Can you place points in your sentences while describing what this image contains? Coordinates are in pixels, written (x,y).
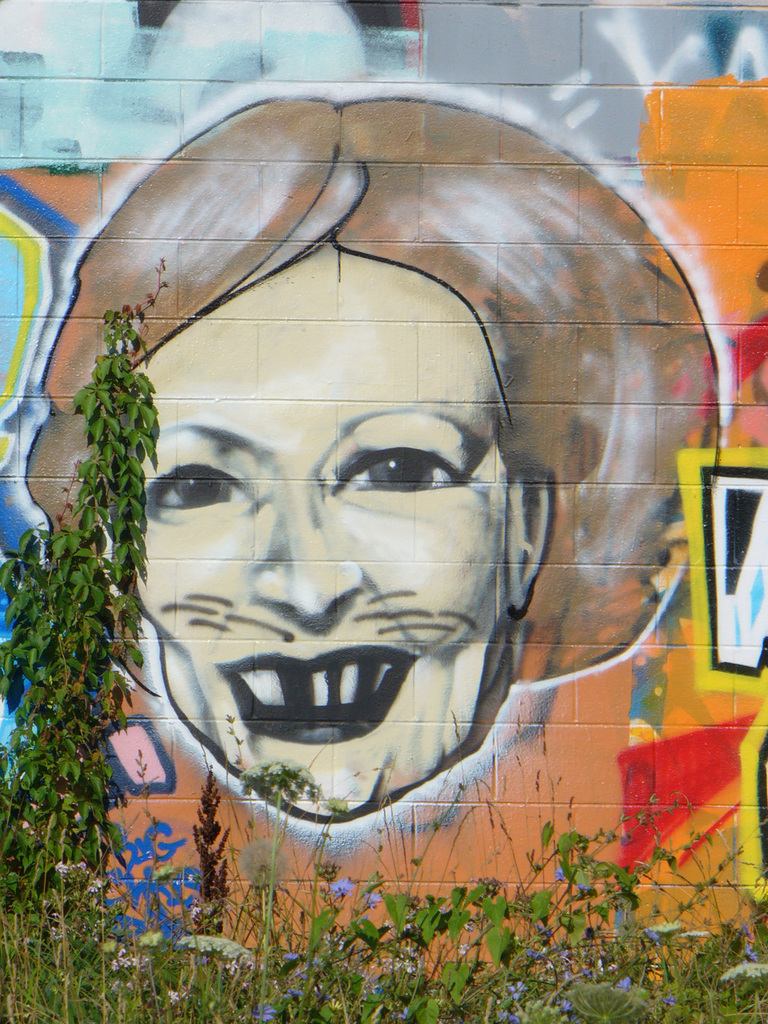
In this image there is one wall (201,316), on the wall (594,308) there is graffiti (410,197) and at the bottom (91,908) there are some plants (251,842).
